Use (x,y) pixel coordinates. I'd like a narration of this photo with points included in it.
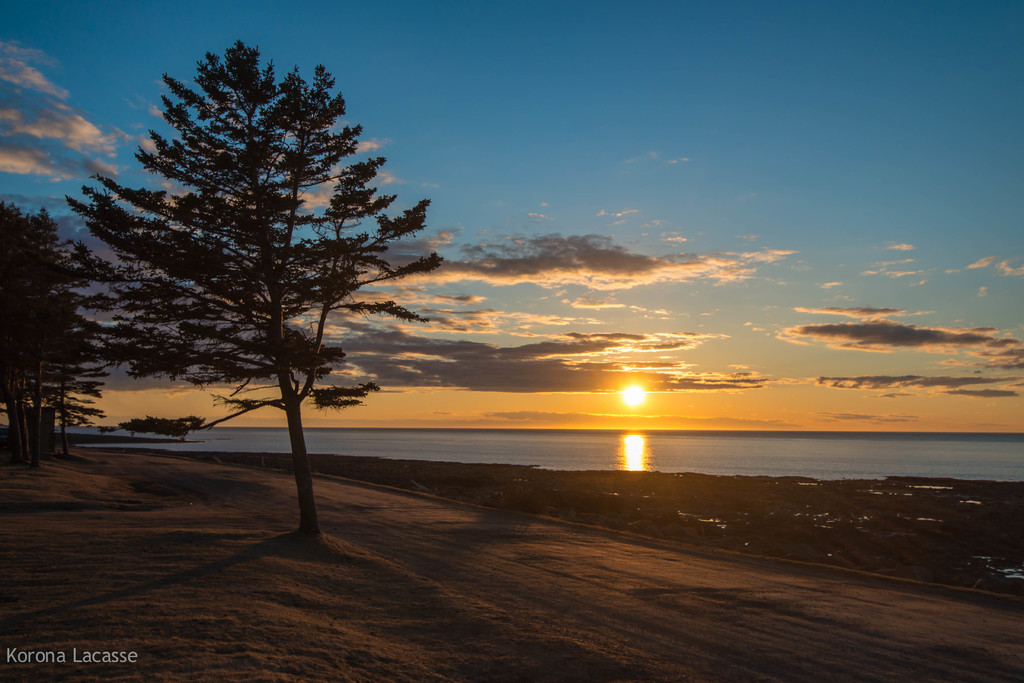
In the image I can see trees (122,353), the water (551,463) and some other objects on the ground (453,586). In the background (461,331) I can see the sky (609,218) and the sun (642,396). On the bottom left corner of the image (46,652) I can see watermarks (49,653).
